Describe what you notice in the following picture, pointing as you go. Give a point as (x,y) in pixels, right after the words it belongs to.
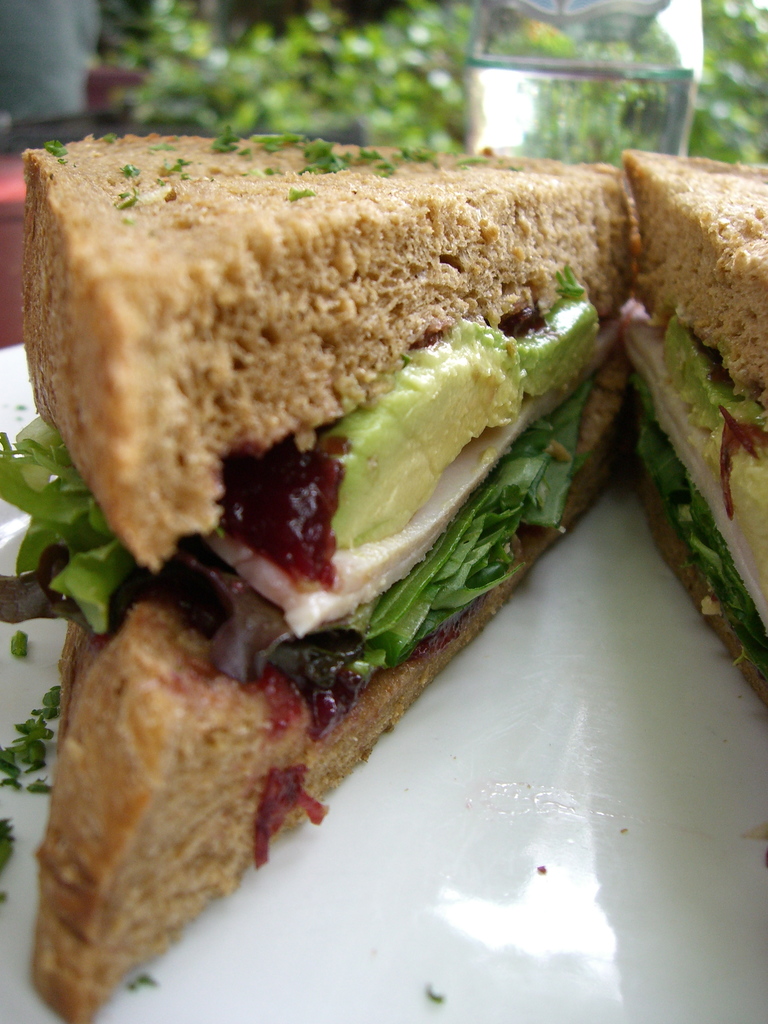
There are bread sandwiches (430,454) on a white plate (515,596). In the background (541,76) there is a jar (541,76) with water (546,95). Also there are plants (714,70) and it is looking blur.
